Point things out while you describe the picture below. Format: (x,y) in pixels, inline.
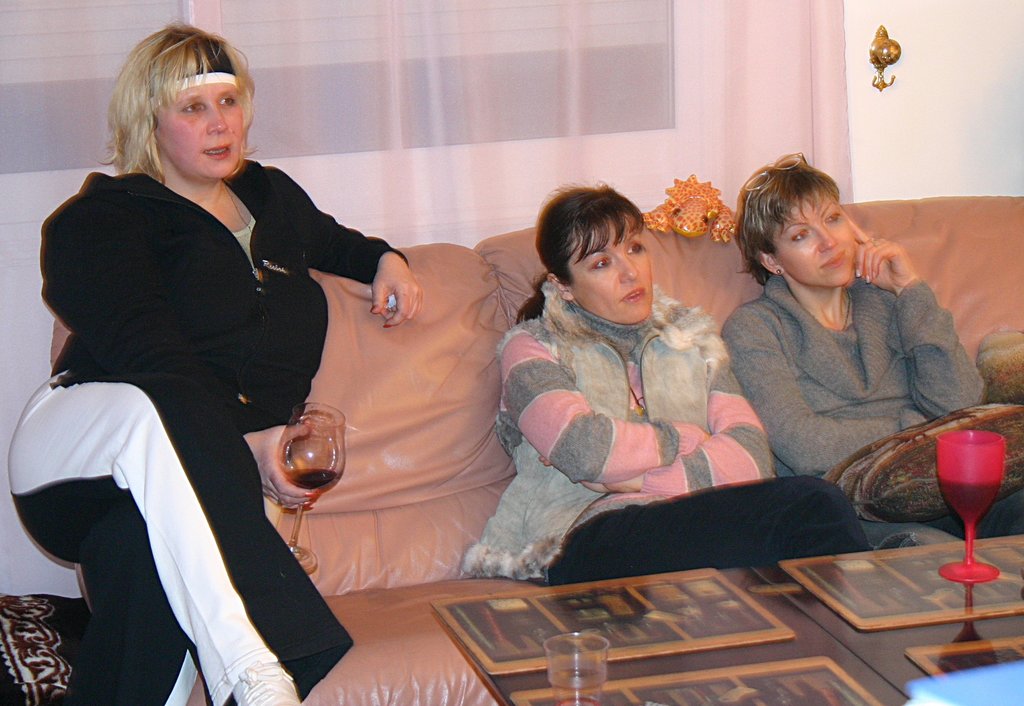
There are three women (221,296) sitting on the couch (492,449). This is a table (835,636) with a red wine glass (995,569) placed on it. This looks like a toy (689,225) on the couch (677,251). This is a white curtain cloth (650,88) hanging. And some object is attached to the wall (938,66).
